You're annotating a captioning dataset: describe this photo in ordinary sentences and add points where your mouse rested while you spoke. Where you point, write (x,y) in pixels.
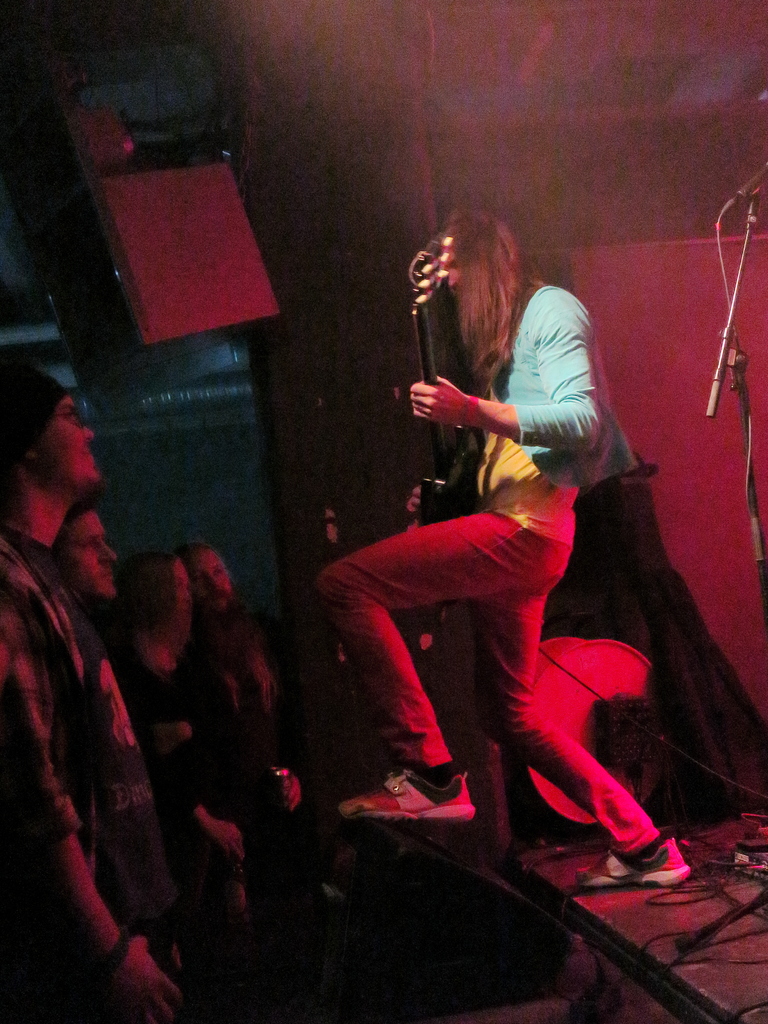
In the image there is a person (491,516) playing guitar (476,459) on the stage (525,846) and in front (108,841) there are audience (155,716) looking at him.
